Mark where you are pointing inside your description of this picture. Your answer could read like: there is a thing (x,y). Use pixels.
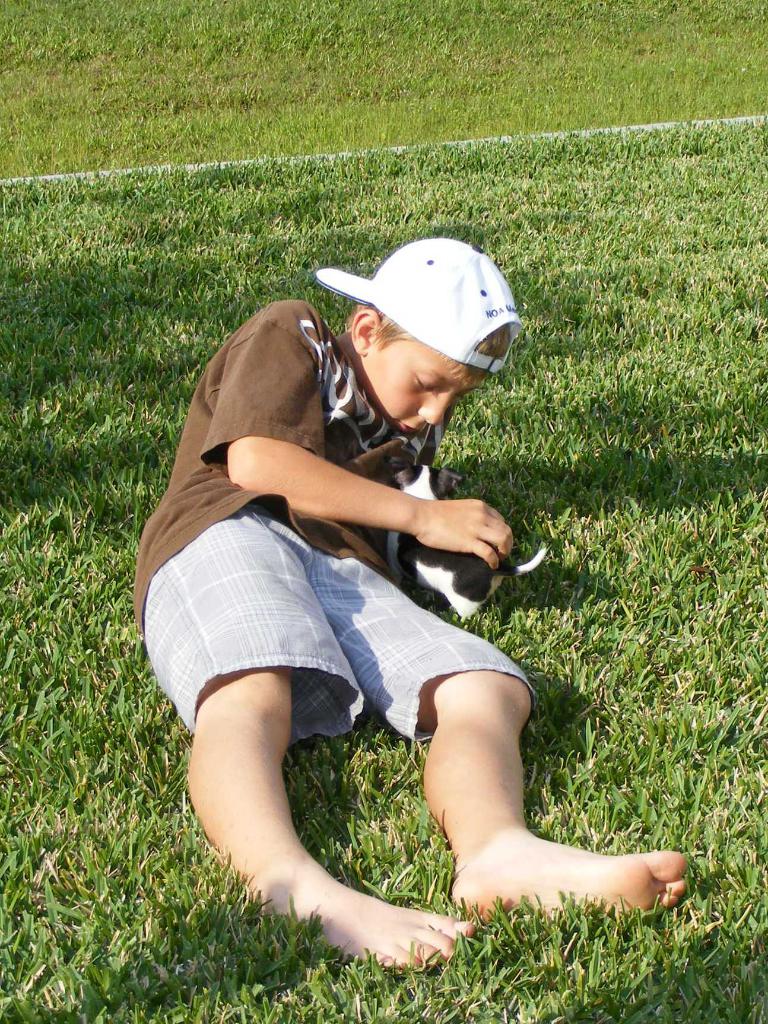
In this image i can see a boy (354,634) lying on the grass (174,343) wearing a brown t shirt (285,354) and a hat (427,332). The boy (445,354) is holding a animal (422,494).
